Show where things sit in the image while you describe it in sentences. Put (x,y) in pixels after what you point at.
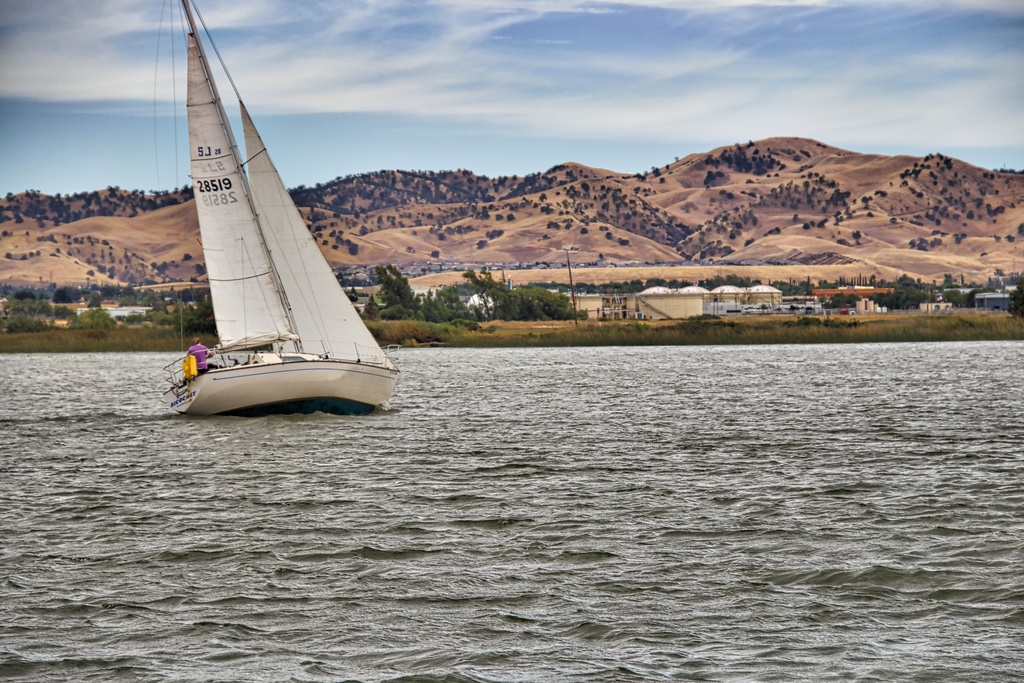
In this image, we can see a ship (283,336) on the sea (368,513) and a person (205,365) in the ship (280,366). In the background (573,272), there are trees (472,290), buildings (813,294), poles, and there are hills (656,197).
